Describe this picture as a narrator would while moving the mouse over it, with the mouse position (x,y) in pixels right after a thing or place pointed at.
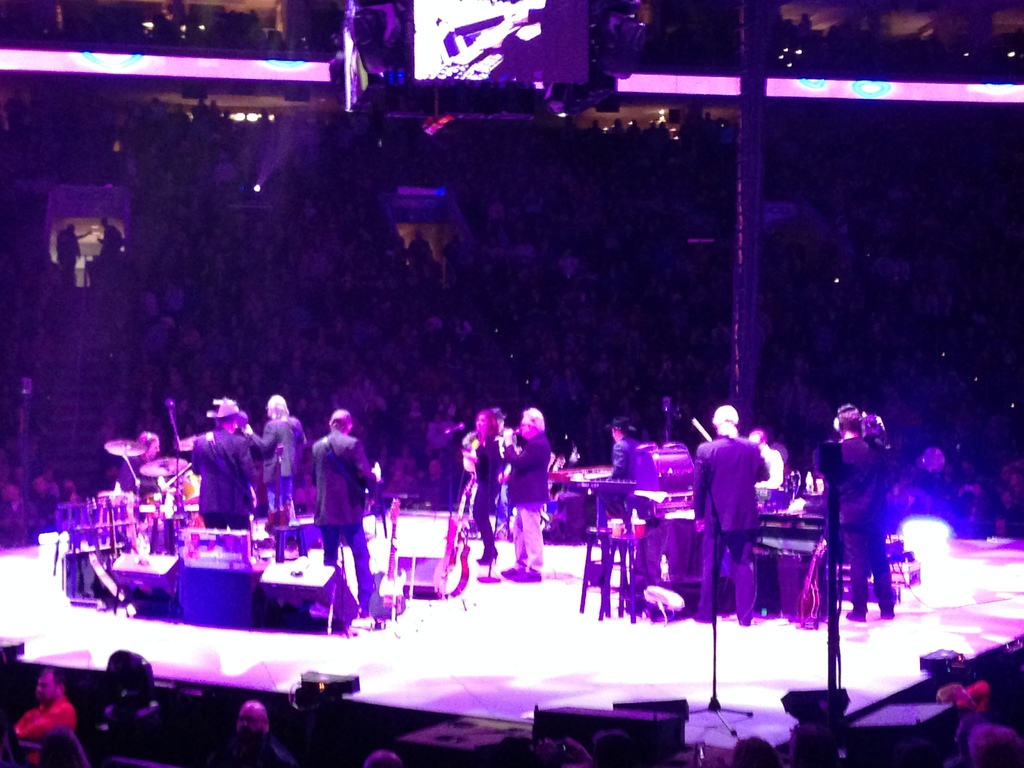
In this image we can see people (745,574) are playing musical instruments (392,557). Here we can see crowd (526,759), lights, pole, speakers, and a screen (577,25).
